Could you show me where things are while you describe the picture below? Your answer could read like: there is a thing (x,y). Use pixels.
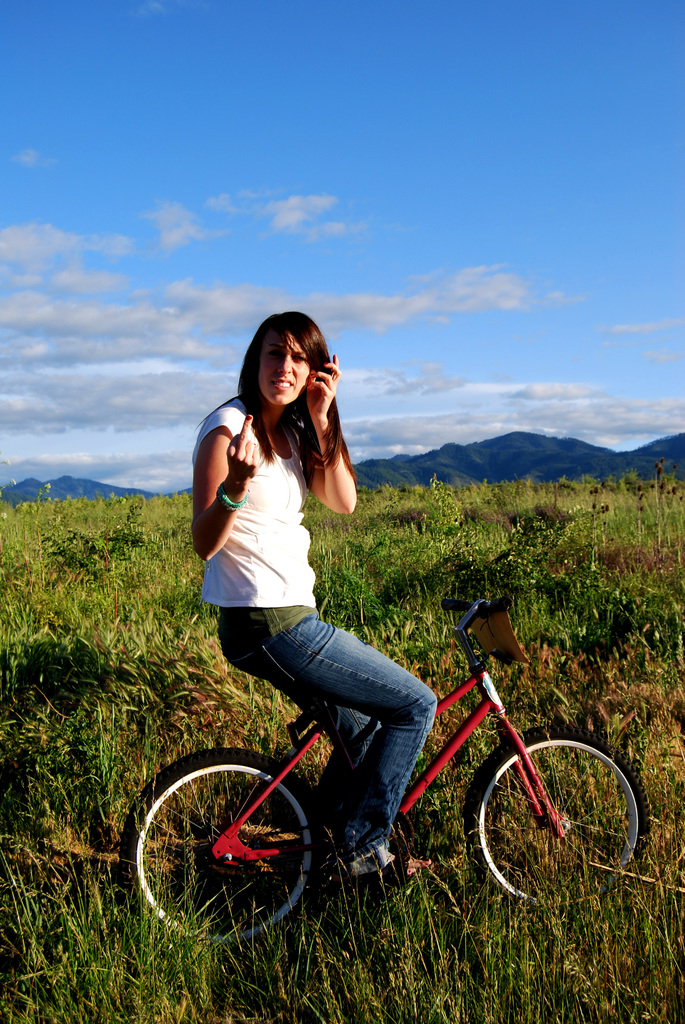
A woman (284,559) is sitting on a cycle (302,739). And the cycle (229,839) is on the grassland (406,604). In the background (397,285) there is sky (175,226), clouds (90,319) and hills (70,482).
